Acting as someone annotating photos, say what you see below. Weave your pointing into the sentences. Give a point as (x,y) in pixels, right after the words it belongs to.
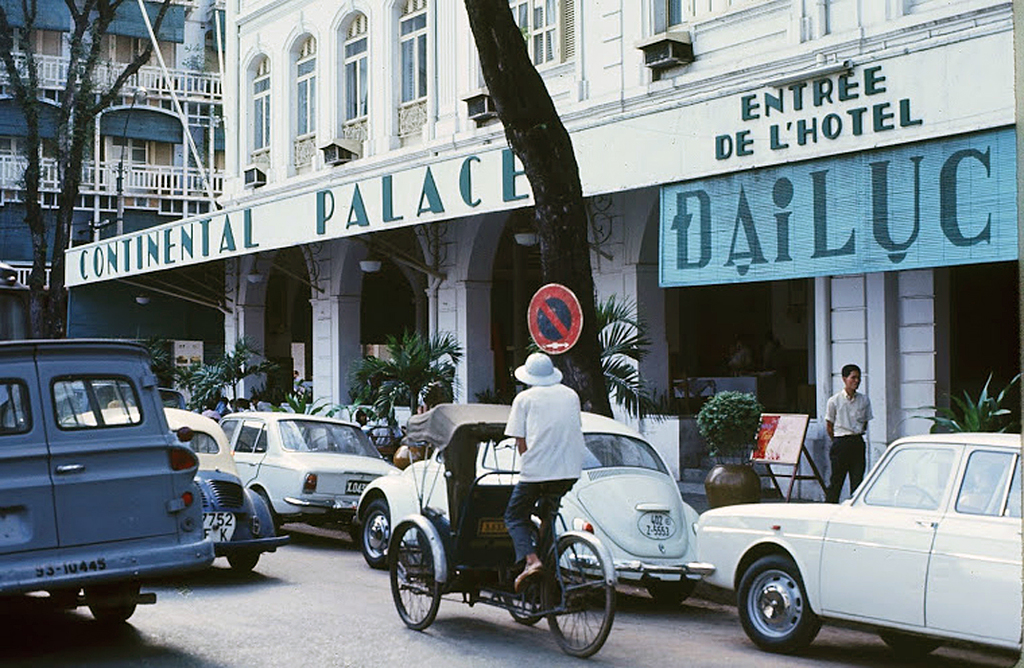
In this image we can see a white color palace (351,234) and also building (9,225) and trees (512,130) and also flower pots (401,393). There is also a painting board (799,459) and also a sign board (574,316) attached to the bark (568,238) of a tree (572,240). At the bottom (424,531) we can see some vehicles (434,530) on the road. There is a person (571,473) riding the tricycle (503,557).
